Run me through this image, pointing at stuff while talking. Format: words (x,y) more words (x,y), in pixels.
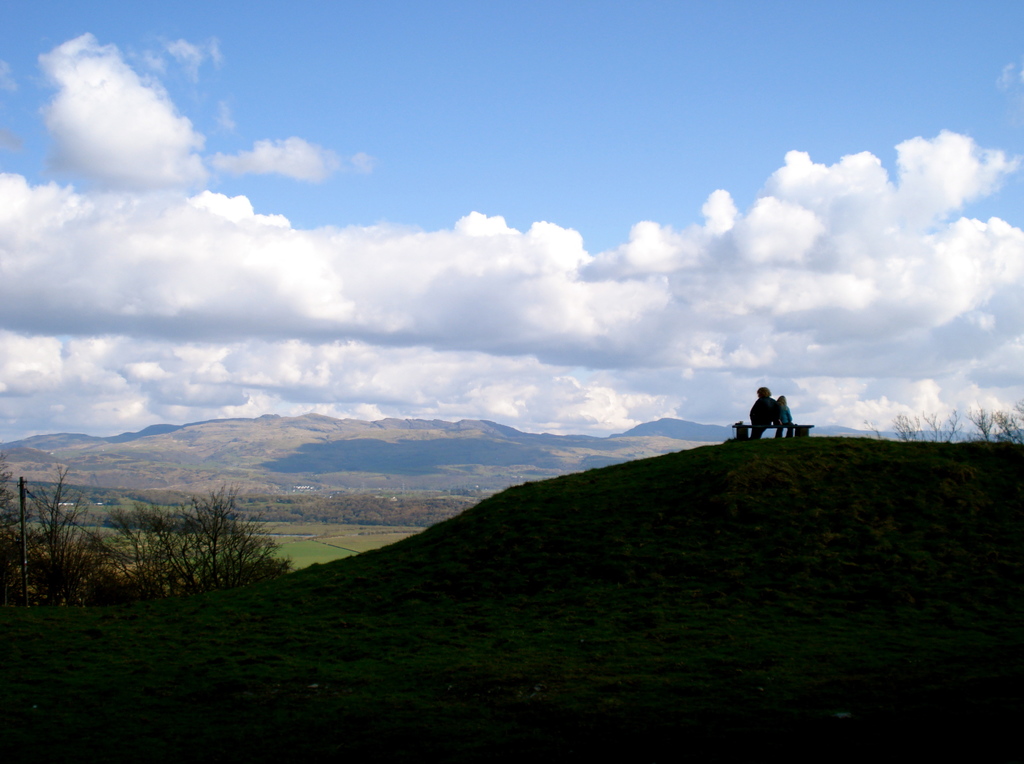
In this image we can see there are plants (167,553), grass (455,524), mountains (384,457) and people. In the background (628,290) we can see cloudy sky (649,271).
